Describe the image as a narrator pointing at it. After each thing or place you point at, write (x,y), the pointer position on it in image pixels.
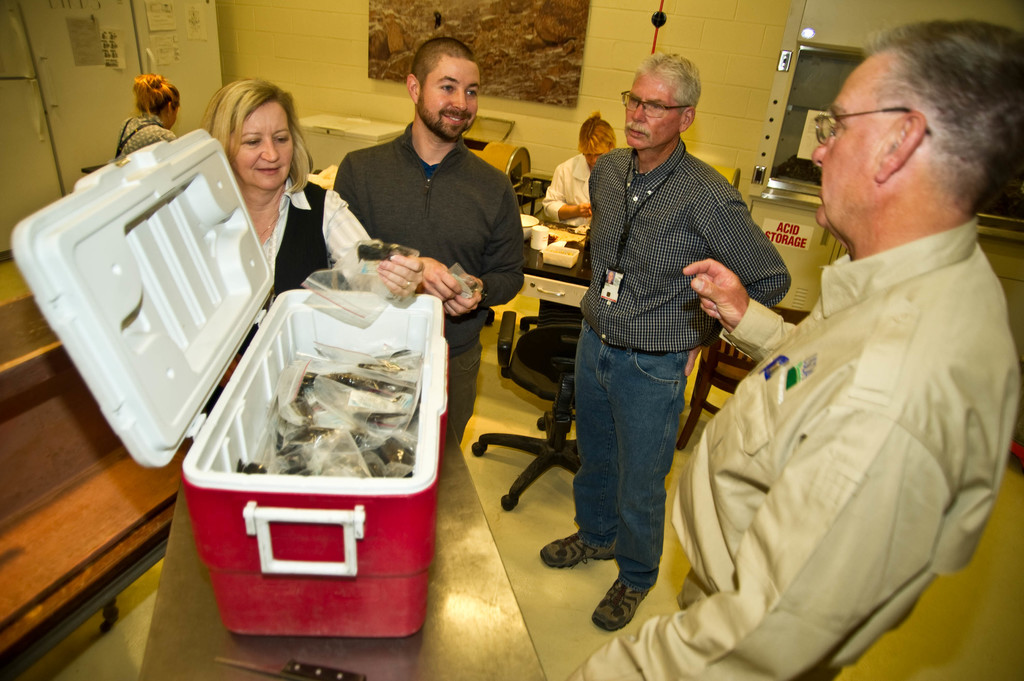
In this image we can see the people (344,196) standing on the floor (573,602). We can also see a box (266,405) with some packets (341,308). We can see the knife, bench (161,538), chairs (570,412), cup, tissue papers (563,229), frame (419,23), window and also the light (810,31). We can also see the wall (355,42) and some other objects (14,110).
